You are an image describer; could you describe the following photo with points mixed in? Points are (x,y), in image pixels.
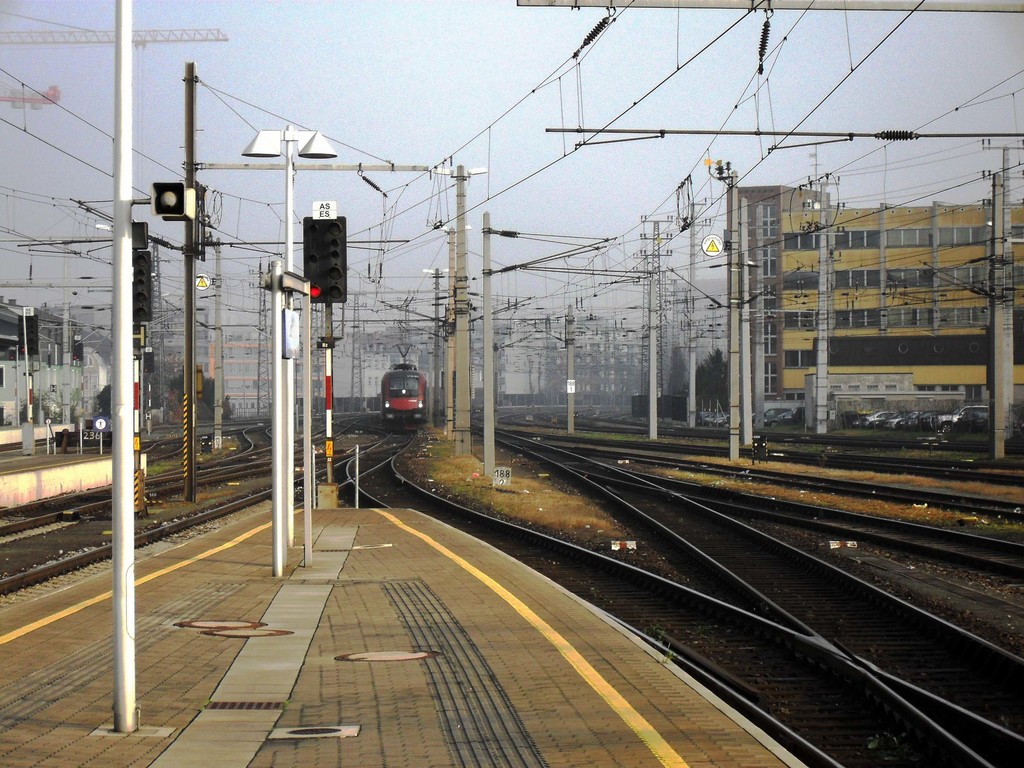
In this image we can see platform (433,665), railway tracks (537,530), electric train (411,407), poles (737,382) and wires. Background of the image (846,330) building (777,219) is present.
